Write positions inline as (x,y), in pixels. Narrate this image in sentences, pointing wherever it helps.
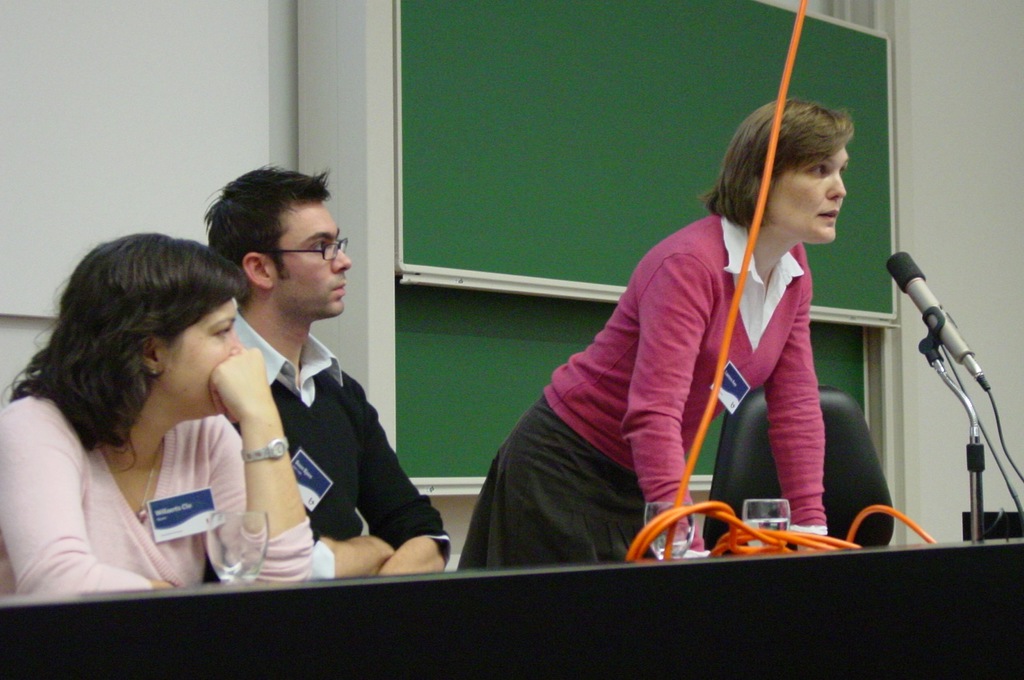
In the center of the image (350,427) there are people (369,458). In front of them there is a table (24,605) on which there are glasses (757,502). There is a mic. In the background of the image (871,231) there is a green color board (526,163).
